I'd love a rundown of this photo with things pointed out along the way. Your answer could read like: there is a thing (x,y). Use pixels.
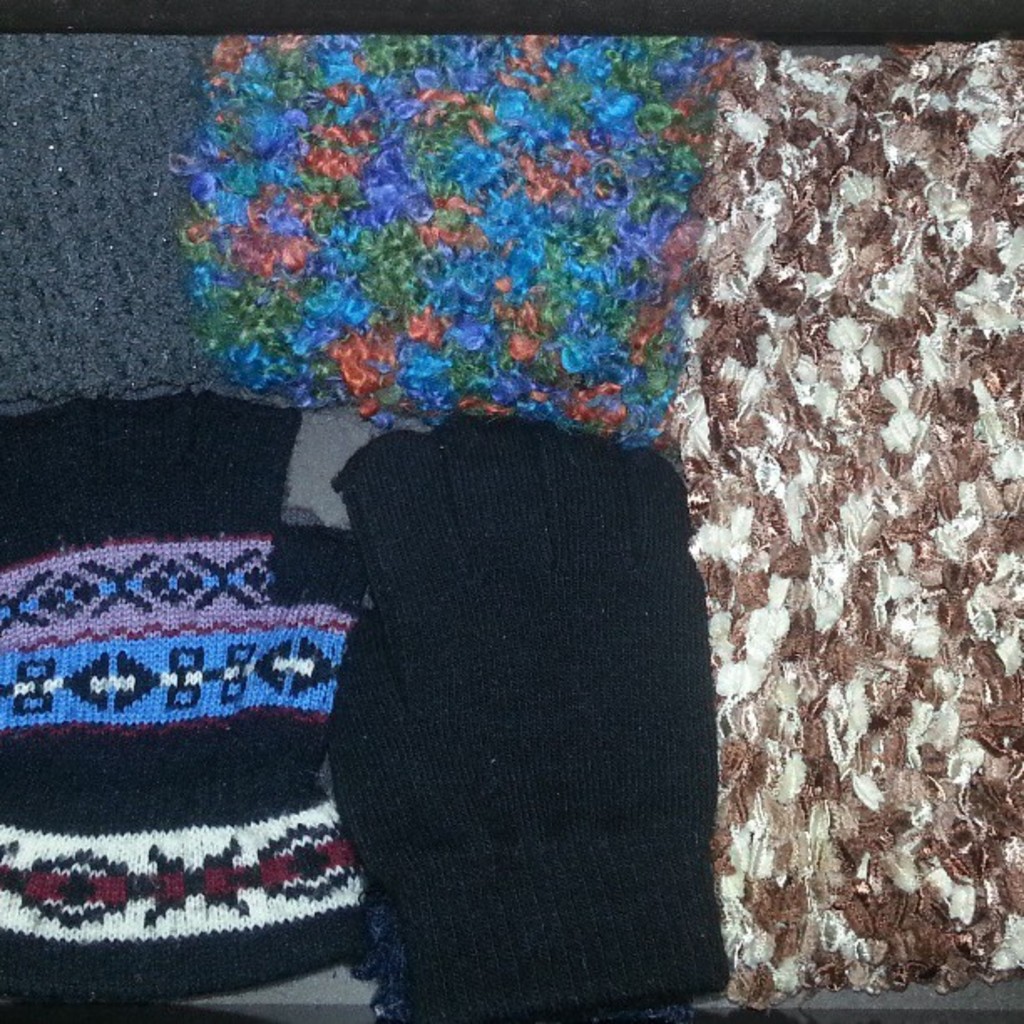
In this picture they look like few woolen clothes (526,410).
